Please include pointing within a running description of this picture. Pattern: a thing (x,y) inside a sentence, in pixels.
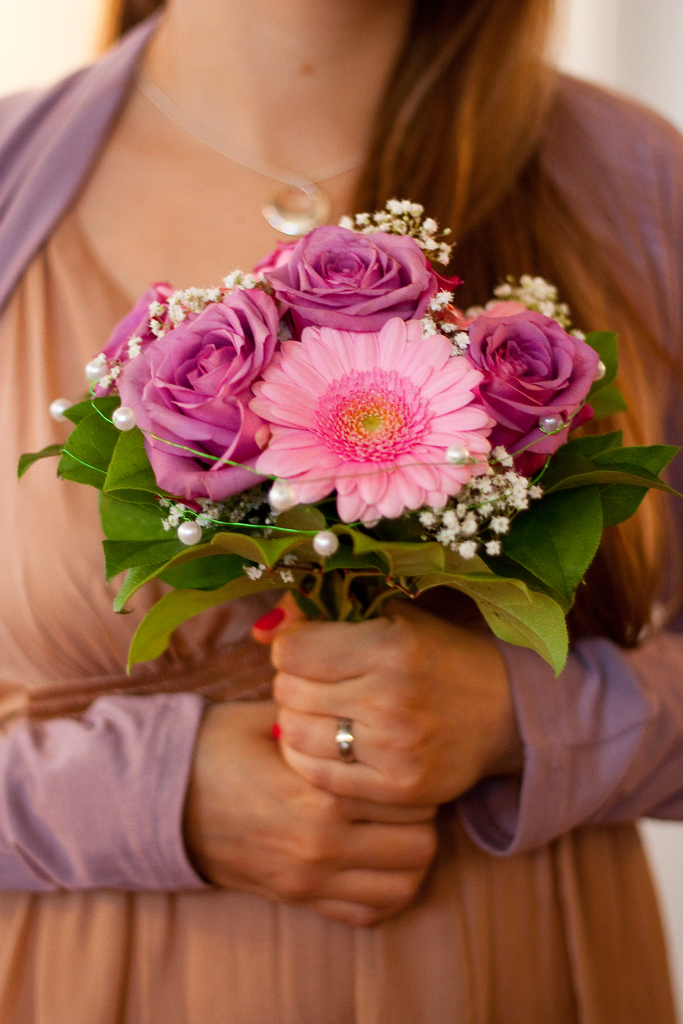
In this image I can see a woman (139,140) wearing brown and pink colored dress (115,697) is standing and holding a flower bouquet (334,563) in her hand (275,624). I can see few flowers (377,475) which are pink and white in color. I can see the white colored background (603,67).
